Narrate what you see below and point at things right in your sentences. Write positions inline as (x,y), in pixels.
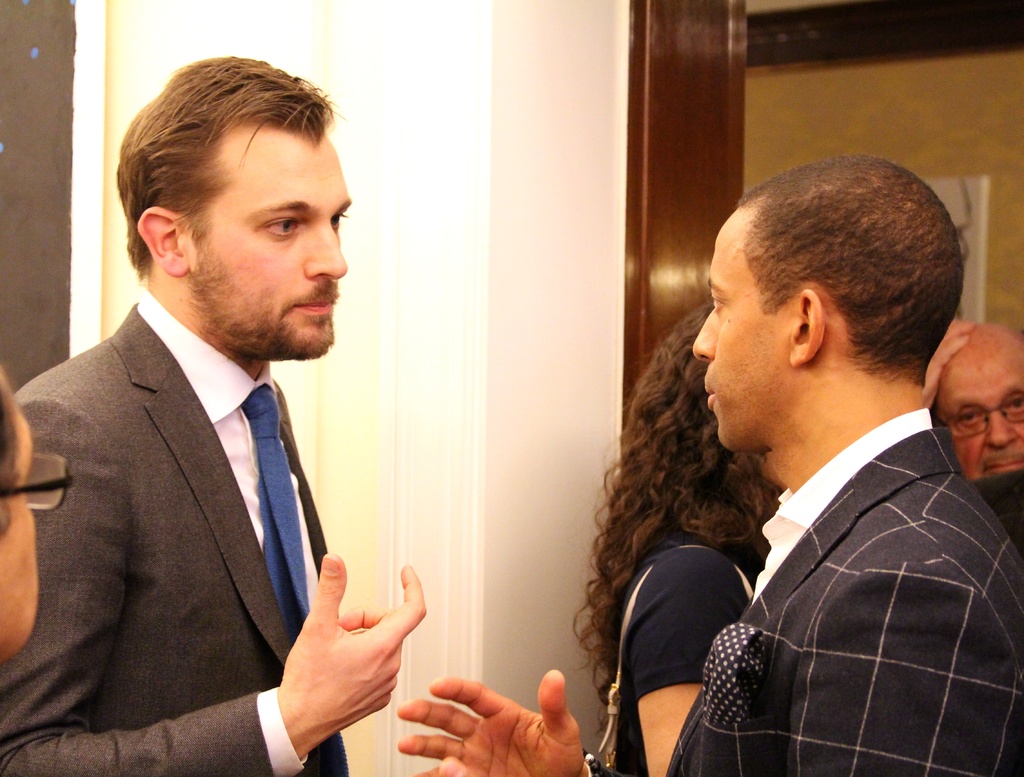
In this picture we can see a group of people (302,643) and in the background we can see a pillar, wall (579,558).
